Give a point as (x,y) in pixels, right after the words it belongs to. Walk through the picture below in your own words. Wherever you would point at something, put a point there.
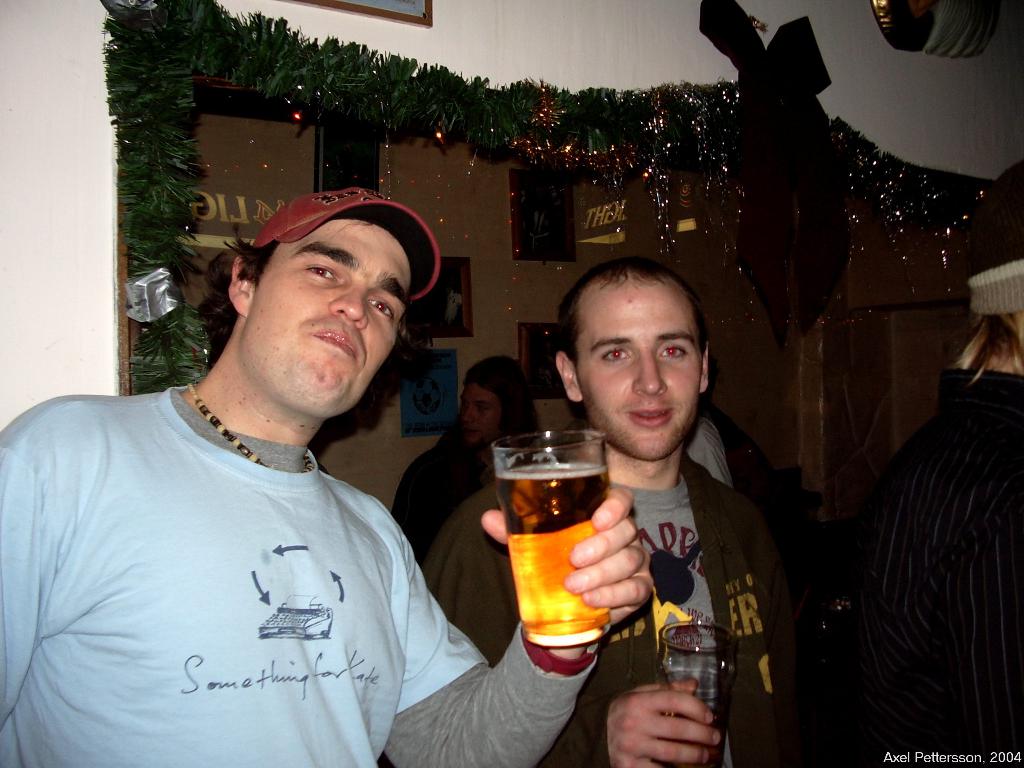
In the image we can see there are people (509,601). This is a glass (550,536), cap (360,214) and neck-chain (226,433). There is a photo frame (531,258) stick to the wall (512,350). This is a watermark (924,754).
